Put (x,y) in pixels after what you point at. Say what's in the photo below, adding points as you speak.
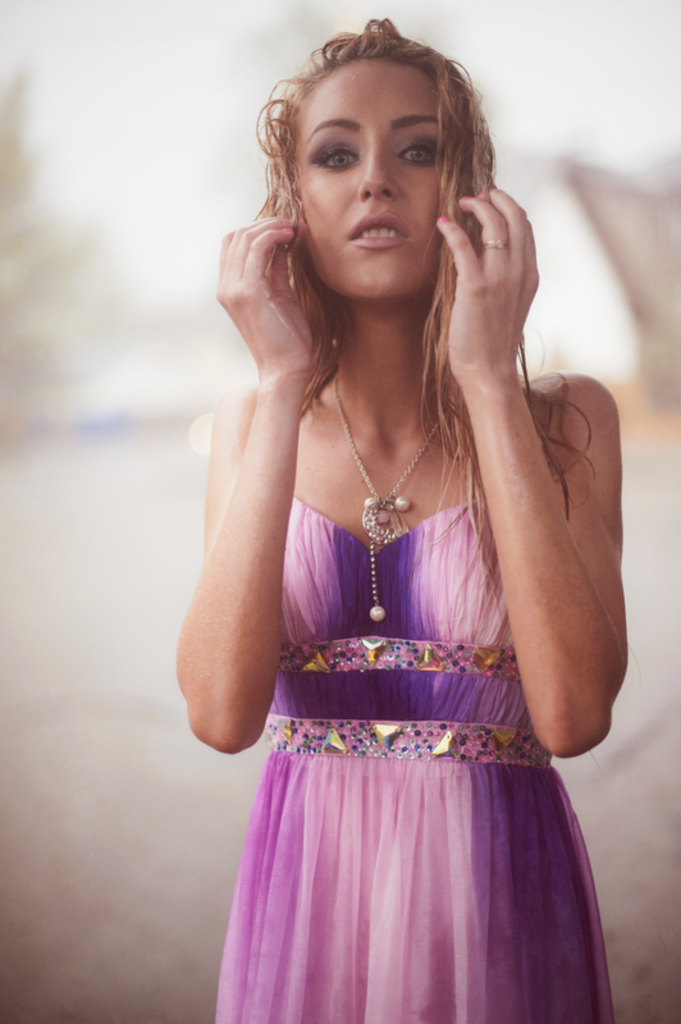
In this image there is a woman (349,687) standing, and there is blur background (128,91).
